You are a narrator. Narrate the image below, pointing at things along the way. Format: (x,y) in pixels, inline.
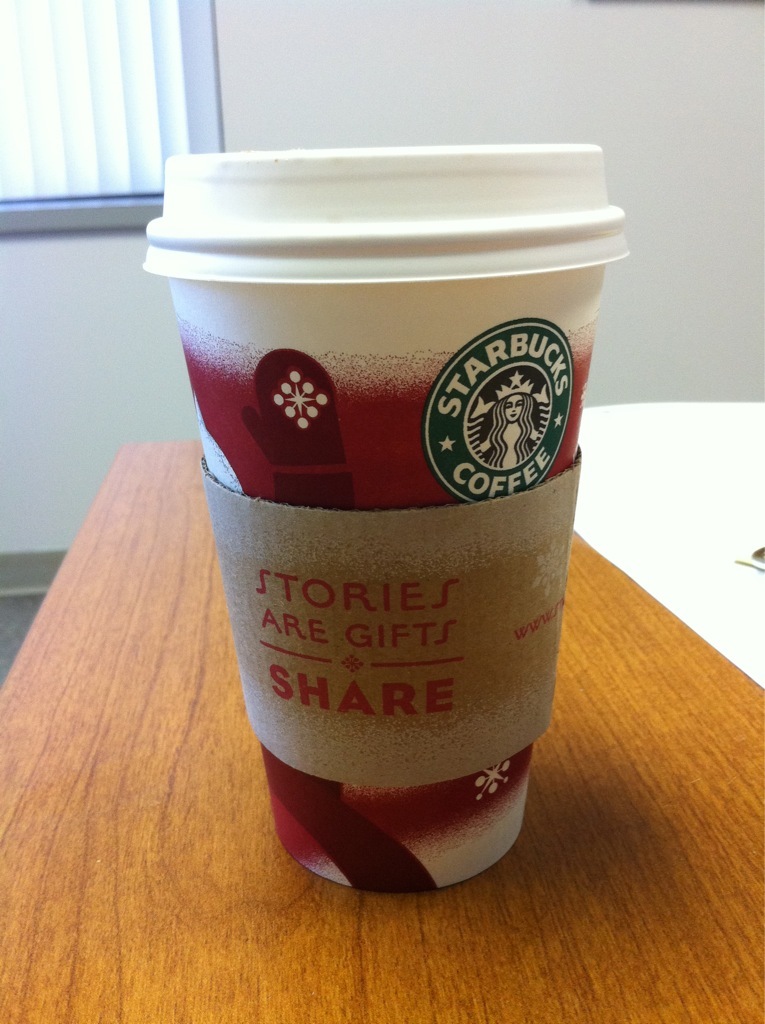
There is a starbucks coffee cup (470,737) on table (48,822).
